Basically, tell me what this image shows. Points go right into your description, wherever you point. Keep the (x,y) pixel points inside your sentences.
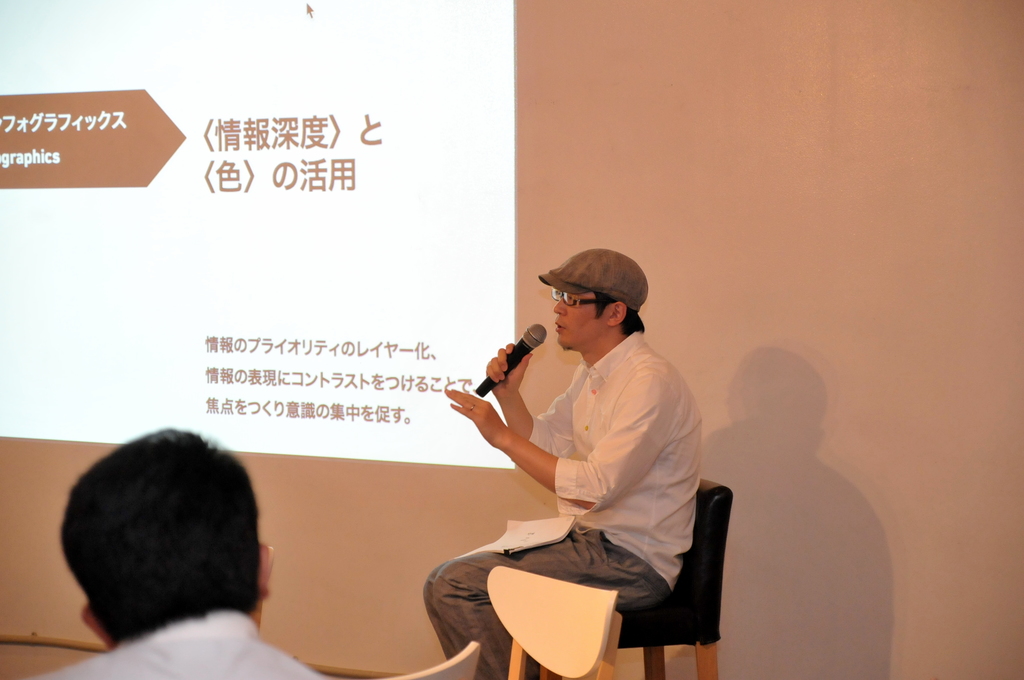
In the middle of this image (672,370), there is a person (629,419) in white color shirt (630,435), sitting on a chair (694,565), holding a mic (539,330) with one hand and speaking. Beside him, there is a chair (547,635) arranged. On the left side (235,628), there is a person (224,576) in white color shirt (142,645). In the background (293,272), there is a screen (375,18) and there is a wall (781,118).
